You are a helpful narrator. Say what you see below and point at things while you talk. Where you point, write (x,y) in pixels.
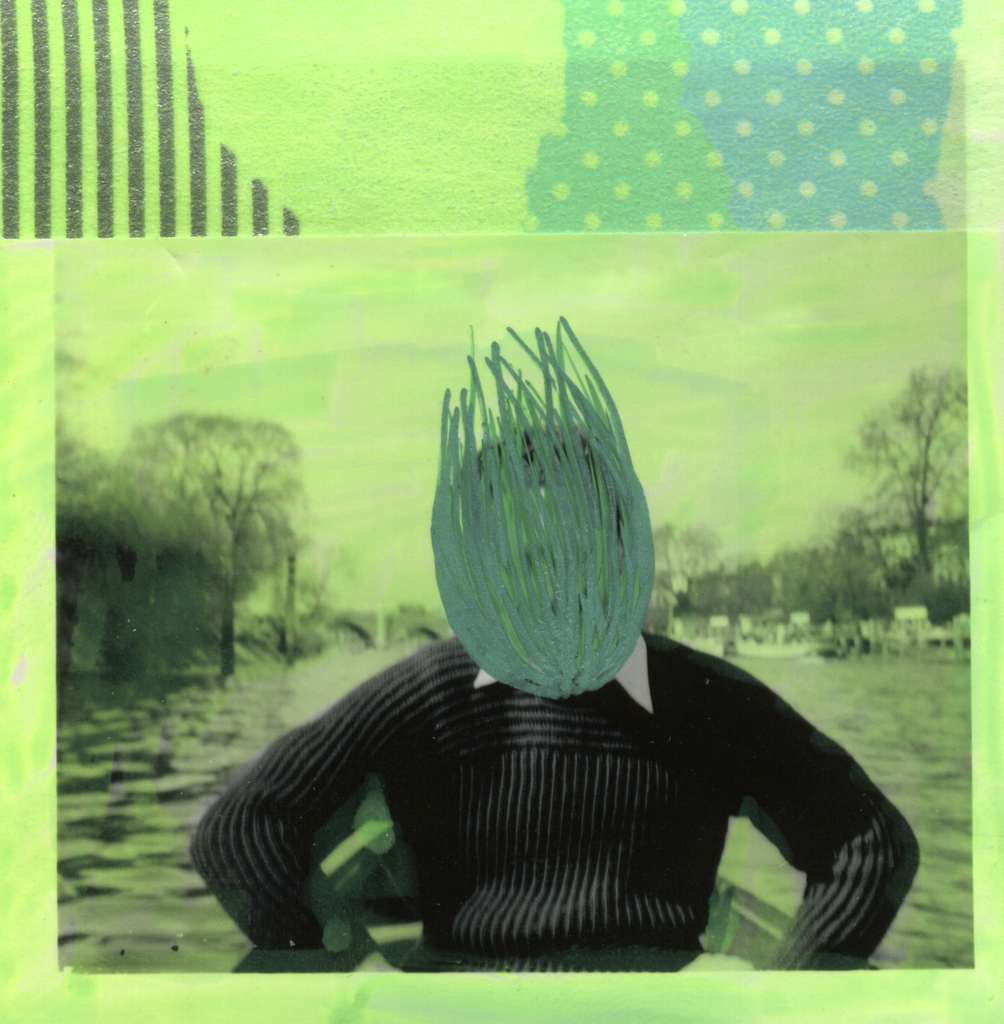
In this image there is a photo (332,539). In the photo (245,767) we can see a man (578,881) sitting on the boat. In the background (220,736) there is water (236,721), trees (807,548) and sky (616,371).
